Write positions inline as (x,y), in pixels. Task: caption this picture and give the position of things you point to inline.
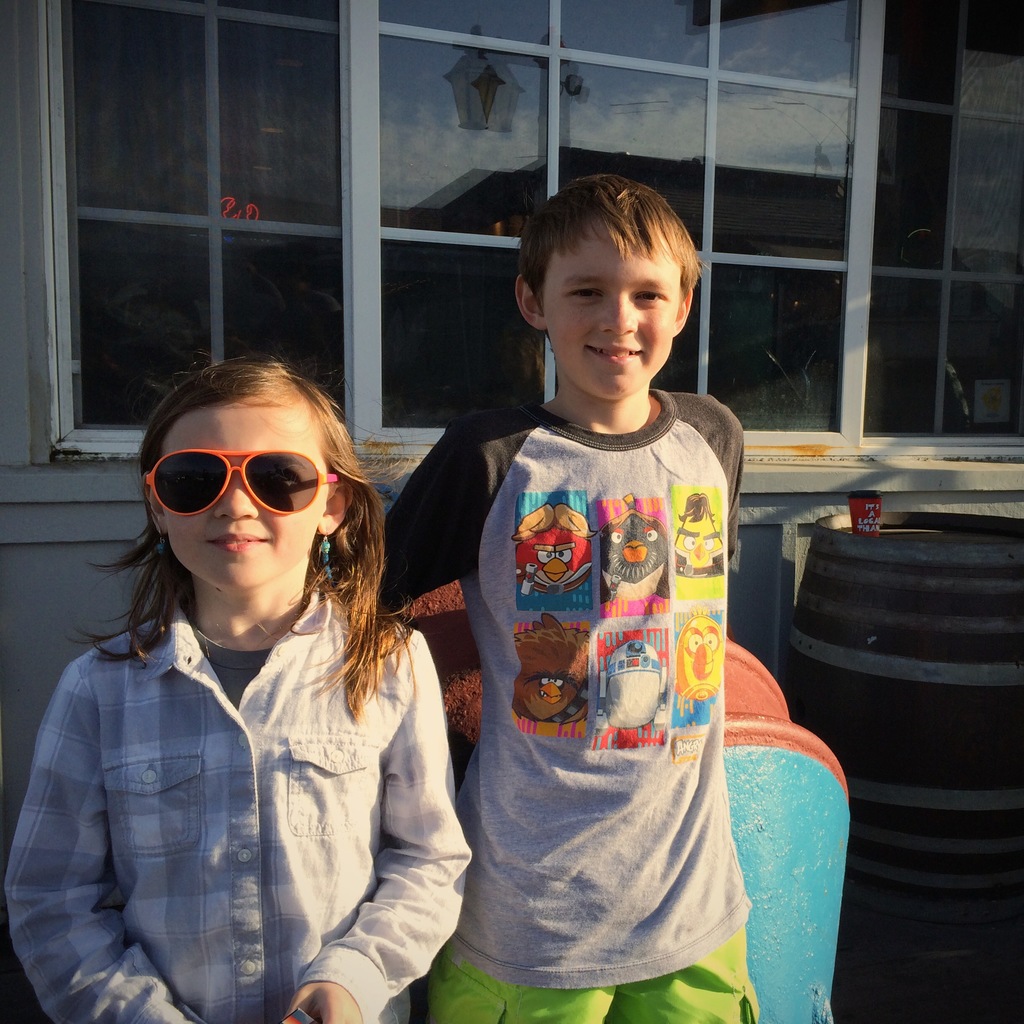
To the left side of the image (245,635) there is a girl (296,639) with shirt (199,646) is standing and also she kept goggles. Beside her there is a boy (624,514) with cartoon t-shirt (616,655) is standing. And to the right corner of the image (936,549) there is a big drum (925,633). And in the background (453,332) there is a wall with glass window (393,200).
